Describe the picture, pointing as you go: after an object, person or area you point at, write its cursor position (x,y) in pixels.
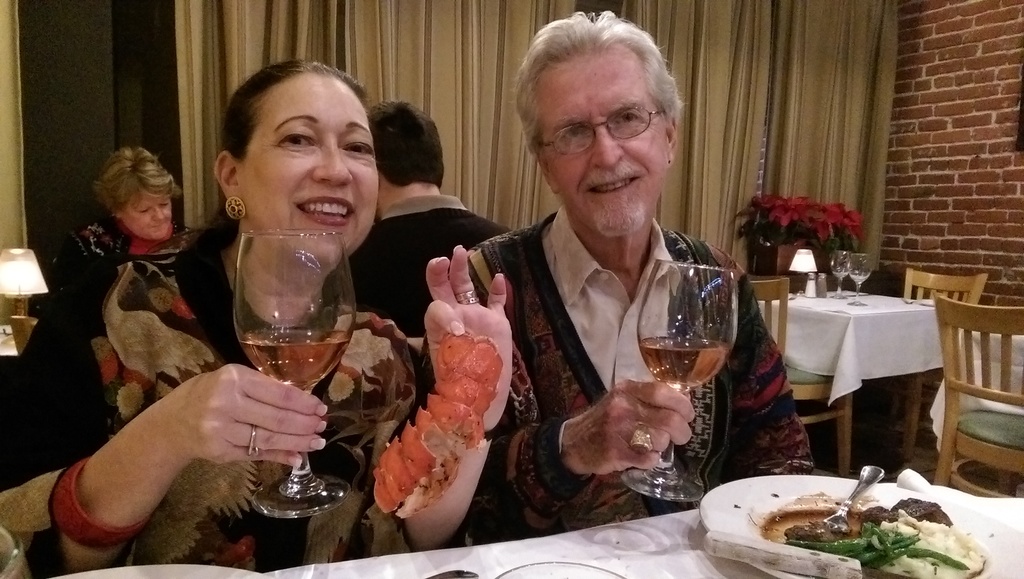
In this image i can see there are two persons (565,249) sitting in front of the table (643,542) and holding a glass (672,312) contain a drink (689,362), on the table (659,539) i can see a plate (765,508), on the plate (722,490) i can see a food (934,546) and a fork (846,515) and there are some chairs (958,354) and a flower pot (797,224) kept on the table (869,296) on the back ground (671,22) there is a curtain (372,41) visible, on the left side (1,264) there is a lamp (1,275) kept on the table (10,352).
